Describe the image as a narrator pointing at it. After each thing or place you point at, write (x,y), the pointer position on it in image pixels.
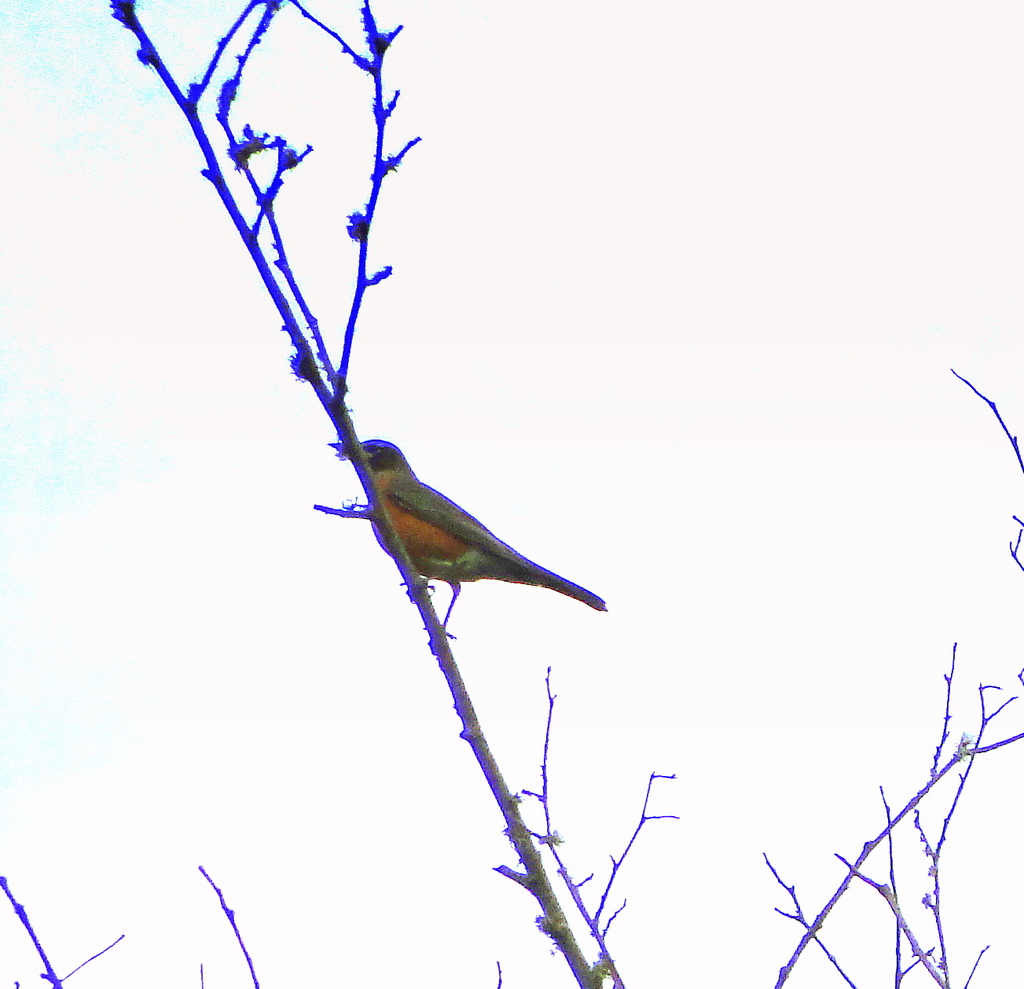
It seems like an edited image, there is a bird (404,511) sitting on the branch (425,590) of a tree (544,749).
